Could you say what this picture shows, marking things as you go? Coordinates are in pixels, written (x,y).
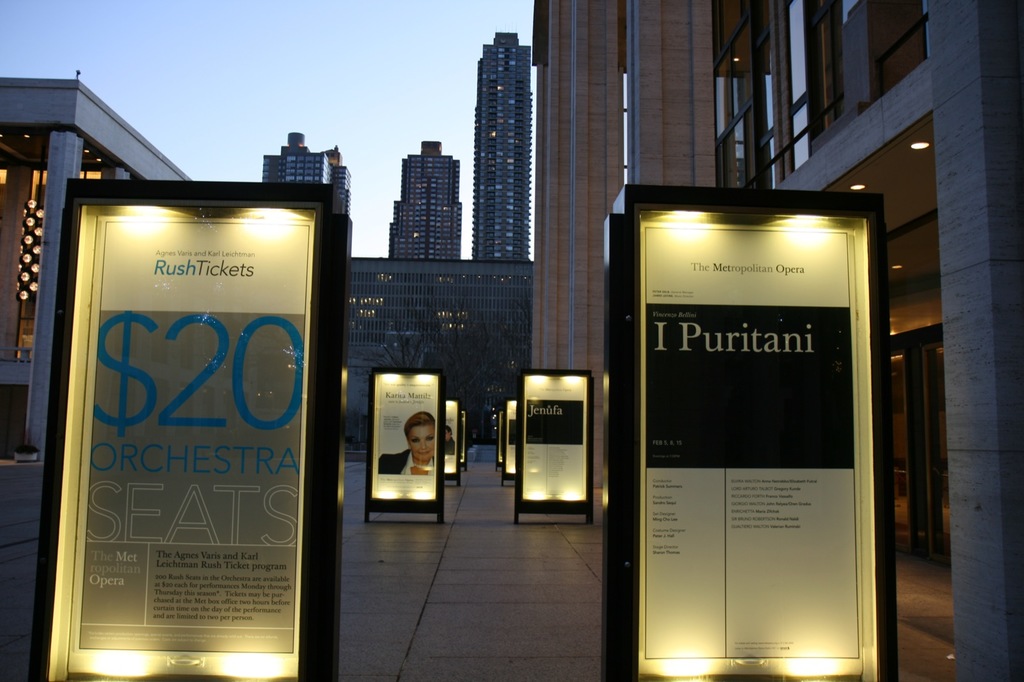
There are hoardings (334,376) on the ground (346,529). In the background (565,298) there are buildings (869,148), poles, windows (747,88), lights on the roof top (903,172), doors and this is a sky (282,116).
